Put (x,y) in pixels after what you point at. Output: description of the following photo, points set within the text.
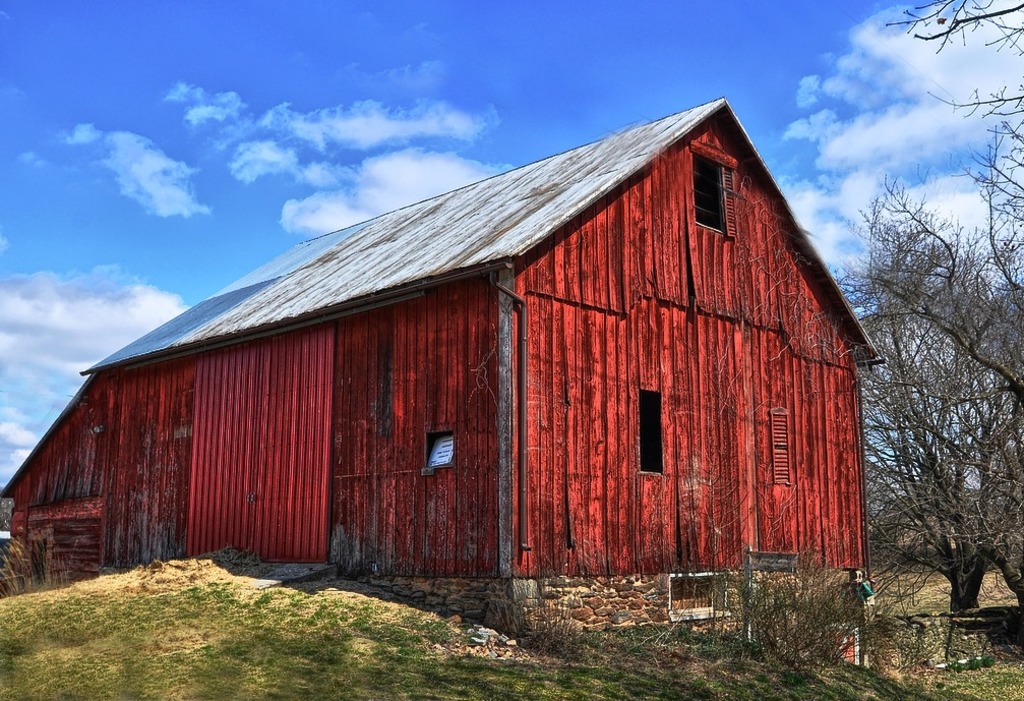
In this image in the center (532,247) there is one house (619,195) and at the bottom (342,643) there is grass (818,683) and some plants (829,580), on the right side (924,443) there are some trees (933,333). On the top of the image (376,72) there is sky (275,138).
